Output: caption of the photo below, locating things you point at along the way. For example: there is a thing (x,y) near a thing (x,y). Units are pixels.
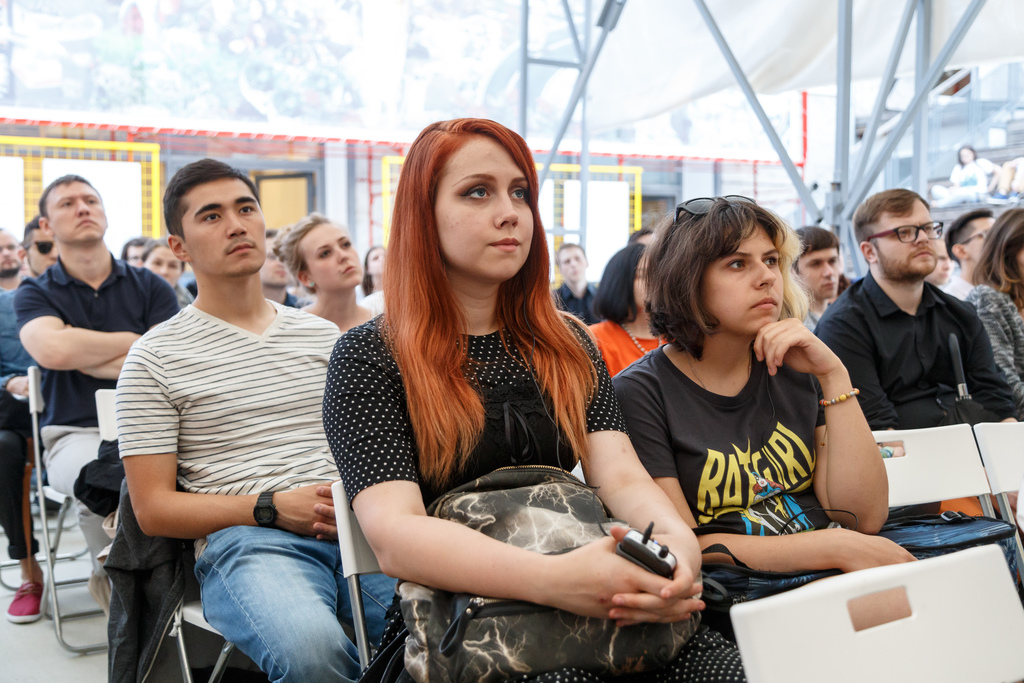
In this image we can see people (568,452) sitting on chairs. In the background of the image (301,97) there is wall (224,145). There are doors (266,186). There are rods (847,191).
